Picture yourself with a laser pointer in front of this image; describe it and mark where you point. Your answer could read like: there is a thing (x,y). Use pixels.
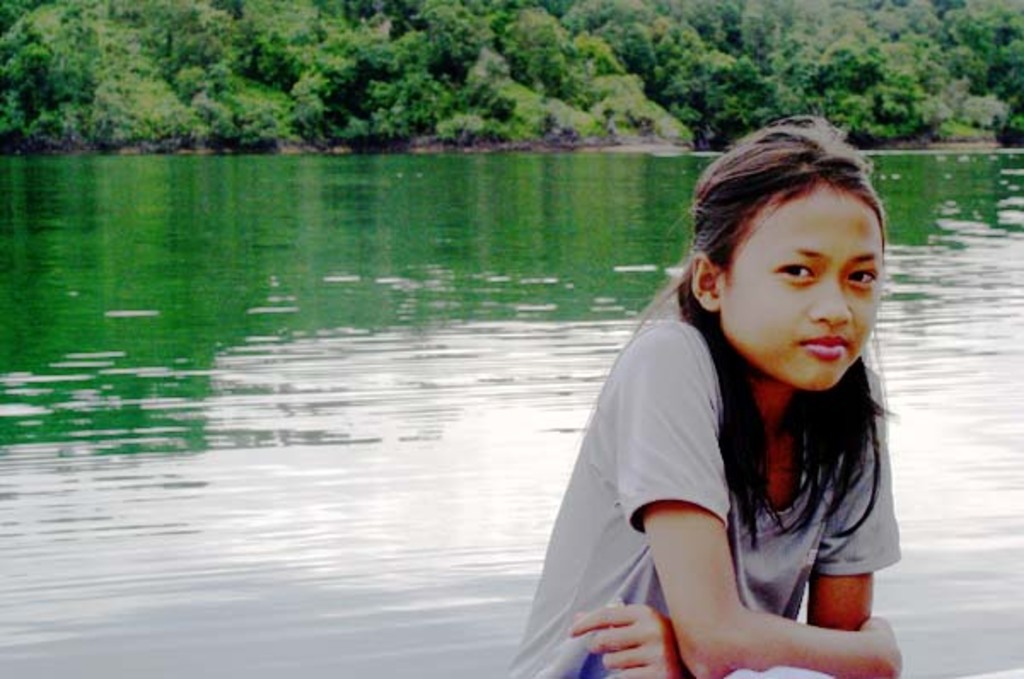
In this image I can see the person (708,395), water (512,255) and few green trees (872,86).
